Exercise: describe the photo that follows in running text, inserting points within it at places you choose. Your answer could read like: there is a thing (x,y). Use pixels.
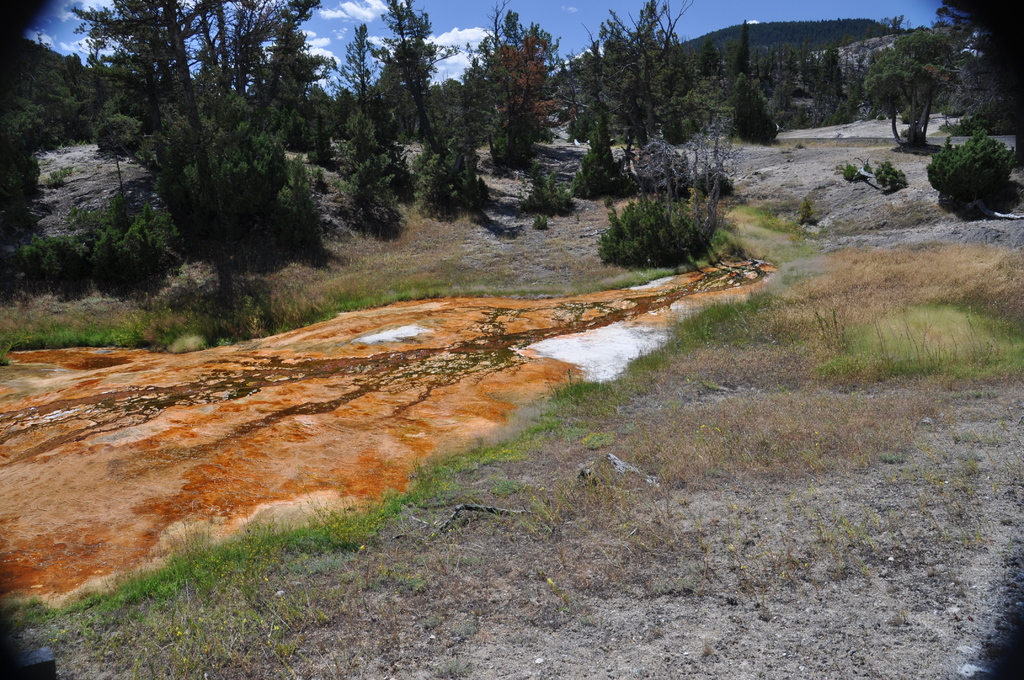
In this image there are trees (476,157) and grass (890,335) on the ground (407,481). In the center (390,399) there is the red soil (319,404). In the background (752,52) there are mountains (791,34). At the top (531,17) there is the sky (525,5).
